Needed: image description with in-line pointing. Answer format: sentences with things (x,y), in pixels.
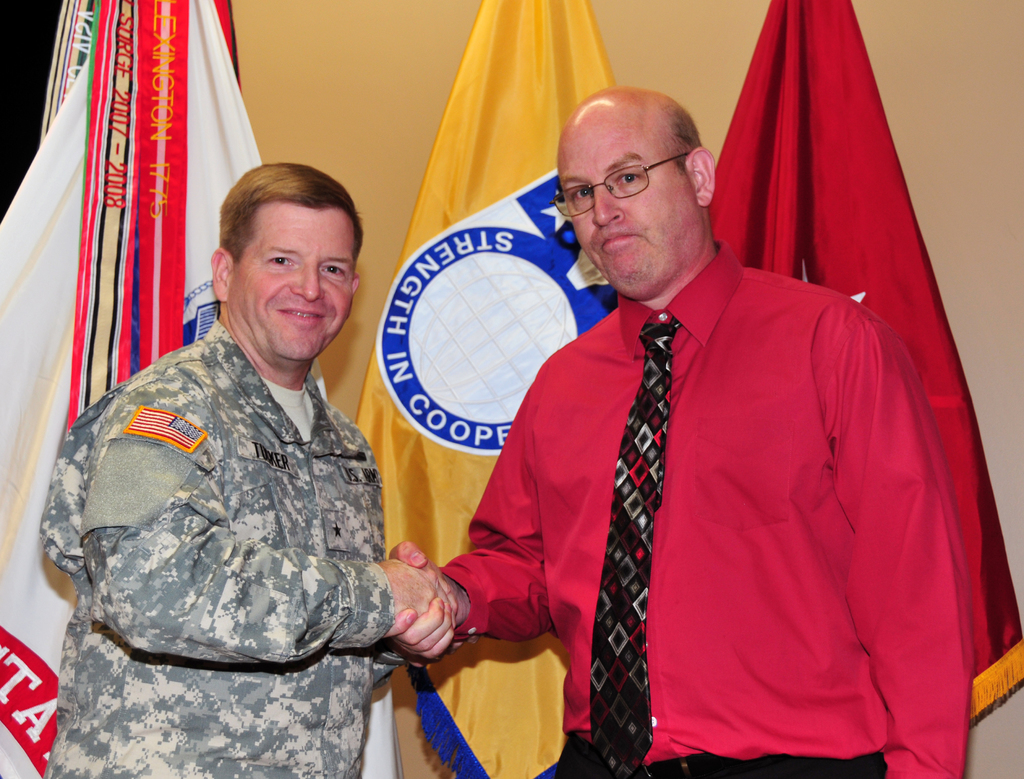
In this image I can see two men (267,486) are standing, shaking their hands (462,591), smiling and giving pose for the picture. The man (657,449) who is on the right side (734,480) is wearing a red color shirt (718,515), black color tie (646,532). The man (156,412) who is on the left side (163,516) is wearing uniform (220,532). At the back of these people (665,219) I can see few flags (184,164) and wall (328,96).
